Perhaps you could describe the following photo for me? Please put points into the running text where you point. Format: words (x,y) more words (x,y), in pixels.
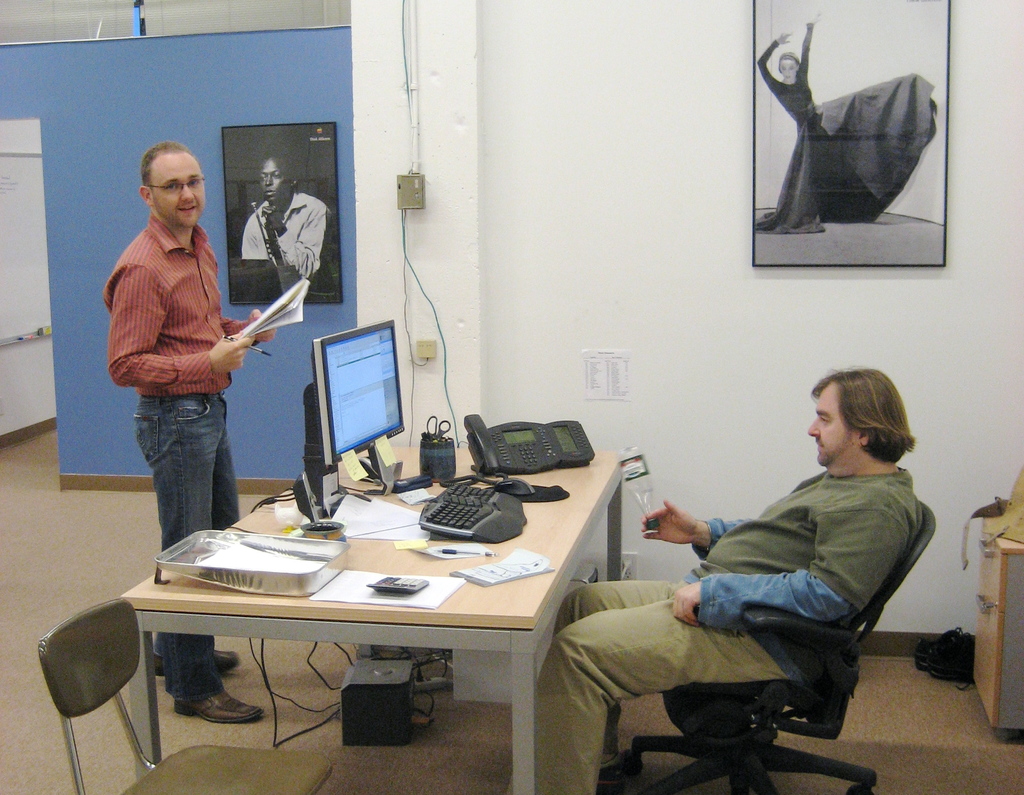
In this picture we can see a man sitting on the chair (747,730). This is the table (519,630). On the table (521,593) there is a book (519,557), keyboard (516,513), mouse (505,481), phone (509,466), monitor (326,428), and a box (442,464). This is the floor (57,572). And there is a person (206,702) standing on the floor (39,549). He is holding a book (273,325) and a pen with his hands (229,351). He has spectacles (168,182). On the background (271,85) there is a blue color wall (250,71). And this is the frame (292,192).
